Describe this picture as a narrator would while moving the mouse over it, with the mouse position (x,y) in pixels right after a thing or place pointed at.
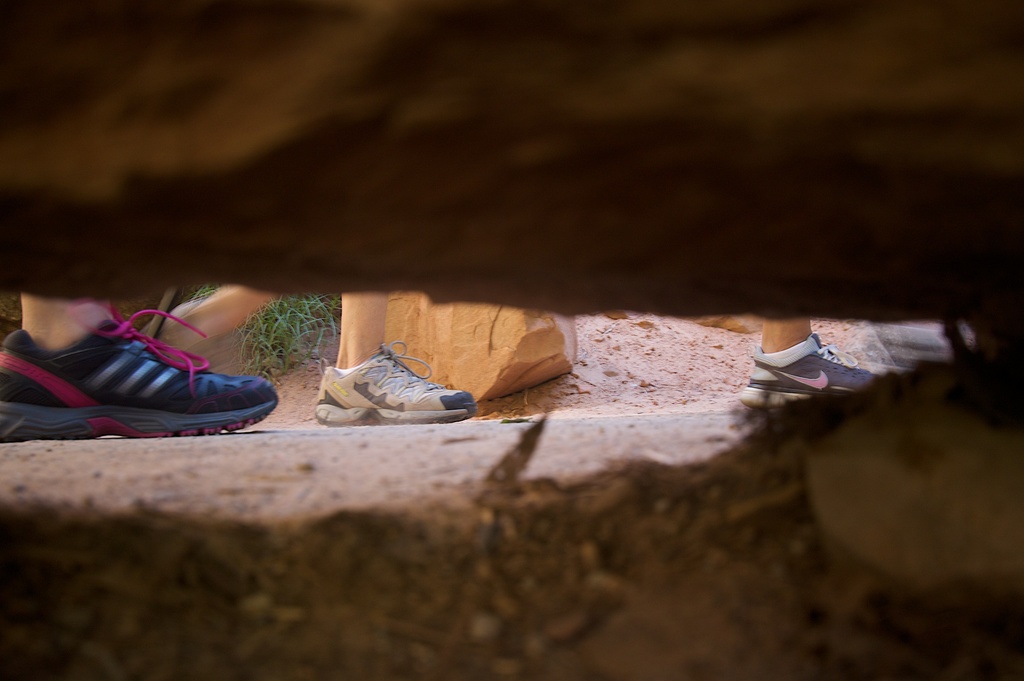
In this picture I can see few human legs (436,405) and I can see a rock (486,372) and a plant (295,319) on the ground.
